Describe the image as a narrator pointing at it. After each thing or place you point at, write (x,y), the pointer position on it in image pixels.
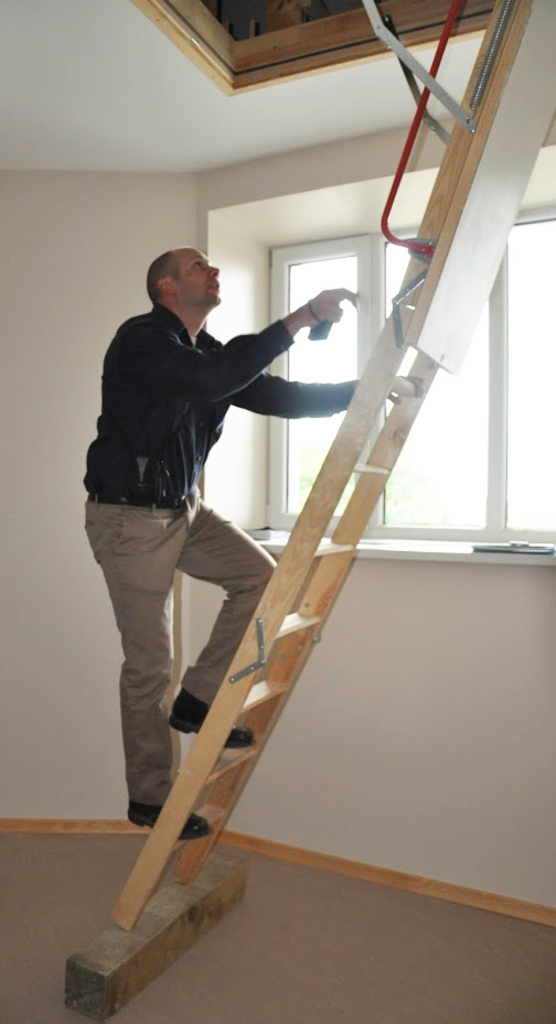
In this image there is a floor (257,871) at the bottom (257,871). It looks like a wooden ladder (277,656), there is a person (149,720) in the foreground (140,531). There is a window (381,556) on the right corner (405,532). There is a wall (388,579) in the background (39,370). There is a roof (364,114) at the top (242,46).
